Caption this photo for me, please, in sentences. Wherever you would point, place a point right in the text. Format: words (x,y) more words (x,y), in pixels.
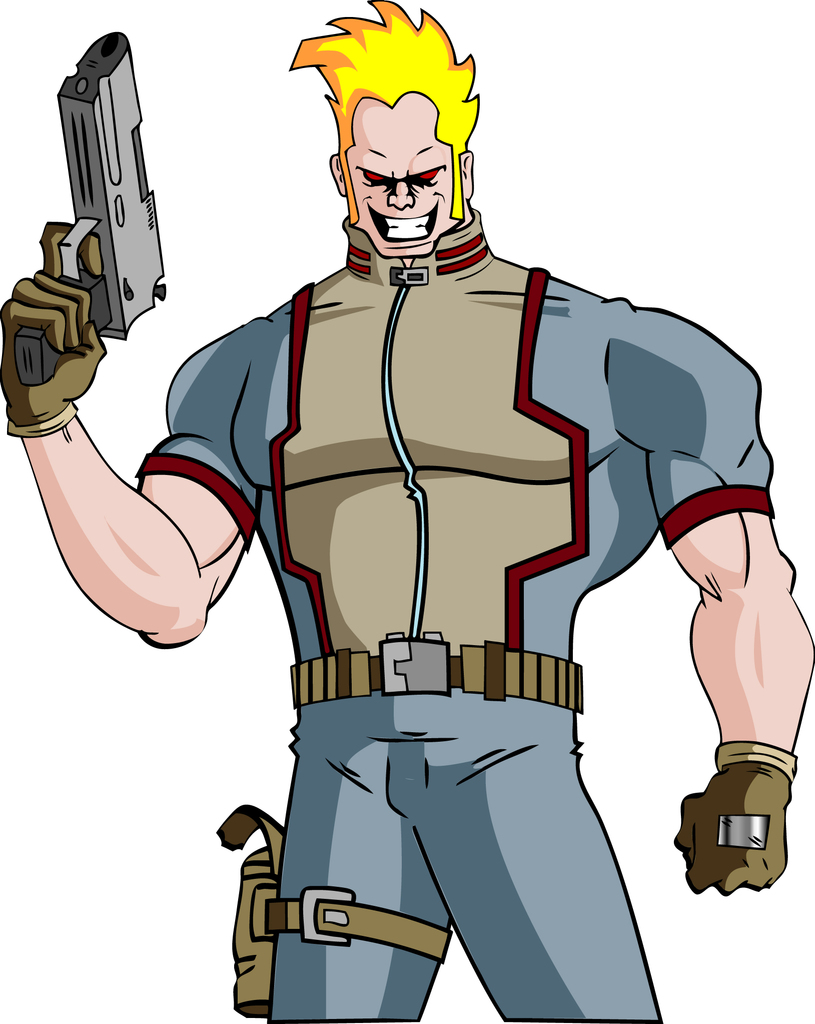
In this image there is a cartoon picture (367,629).
